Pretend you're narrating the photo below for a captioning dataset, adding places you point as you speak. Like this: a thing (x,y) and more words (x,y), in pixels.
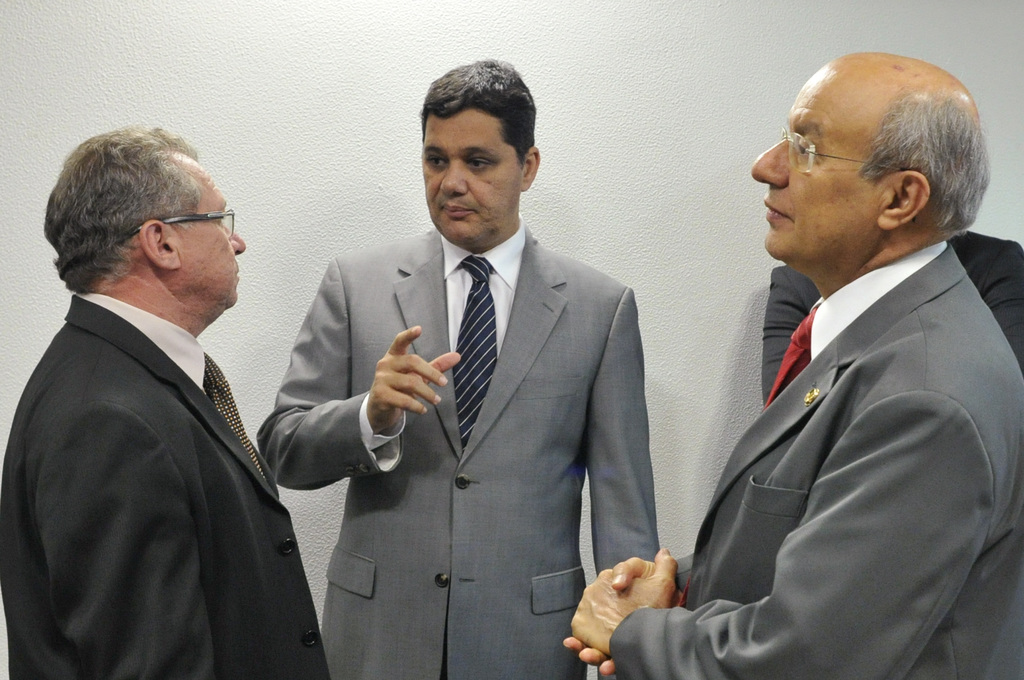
In this picture we can see there are four people (497,436) standing on the floor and behind the people (548,363) there is a white wall (601,195).
